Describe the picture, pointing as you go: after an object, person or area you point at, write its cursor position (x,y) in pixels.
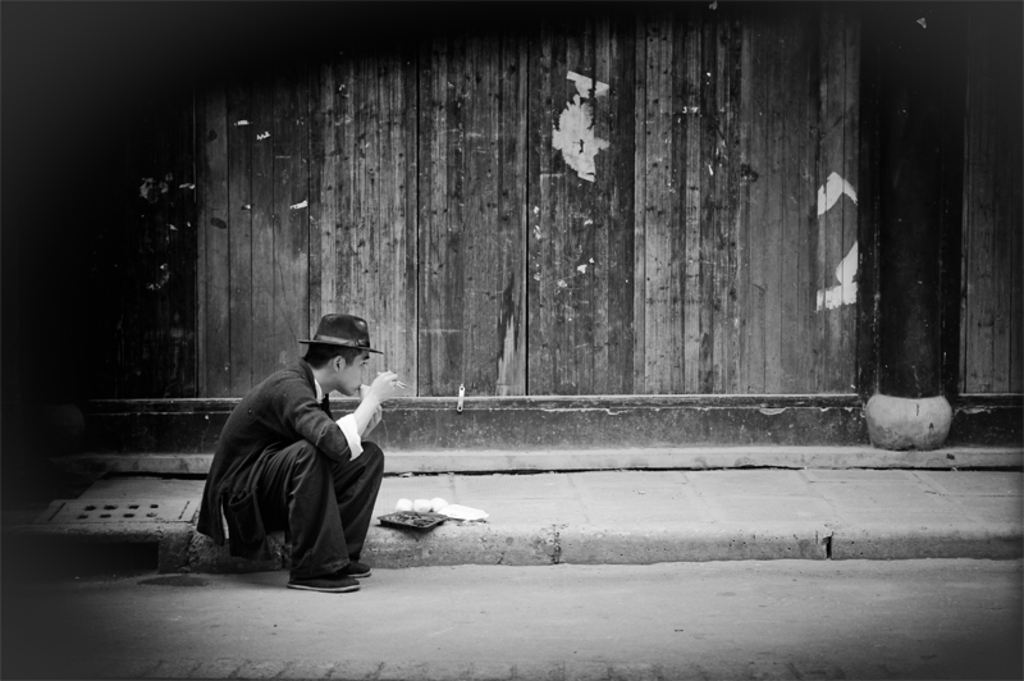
This picture is black and white. On the left side of the image (322,414) a man (281,468) is sitting on footpath (440,534) and eating some food item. In the background of the image (562,234) wall (676,202) is there. At the bottom of the image (660,630) road (697,623) is there. In the middle of the image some food item (422,505), plate (422,525) are there.
